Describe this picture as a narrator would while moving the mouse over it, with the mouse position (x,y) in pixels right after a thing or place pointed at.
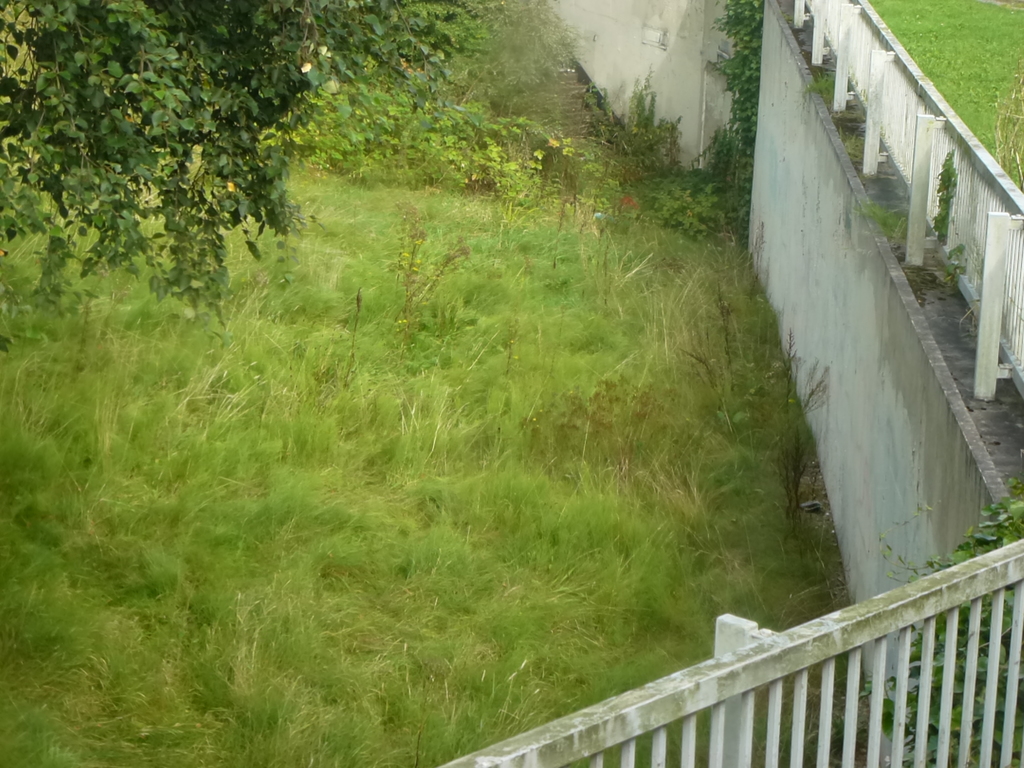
In this image we can see grass (439,437) on the ground (382,422), plants (382,77), branches (146,44) of a tree (176,107), wall (779,252) and fence (819,762).
